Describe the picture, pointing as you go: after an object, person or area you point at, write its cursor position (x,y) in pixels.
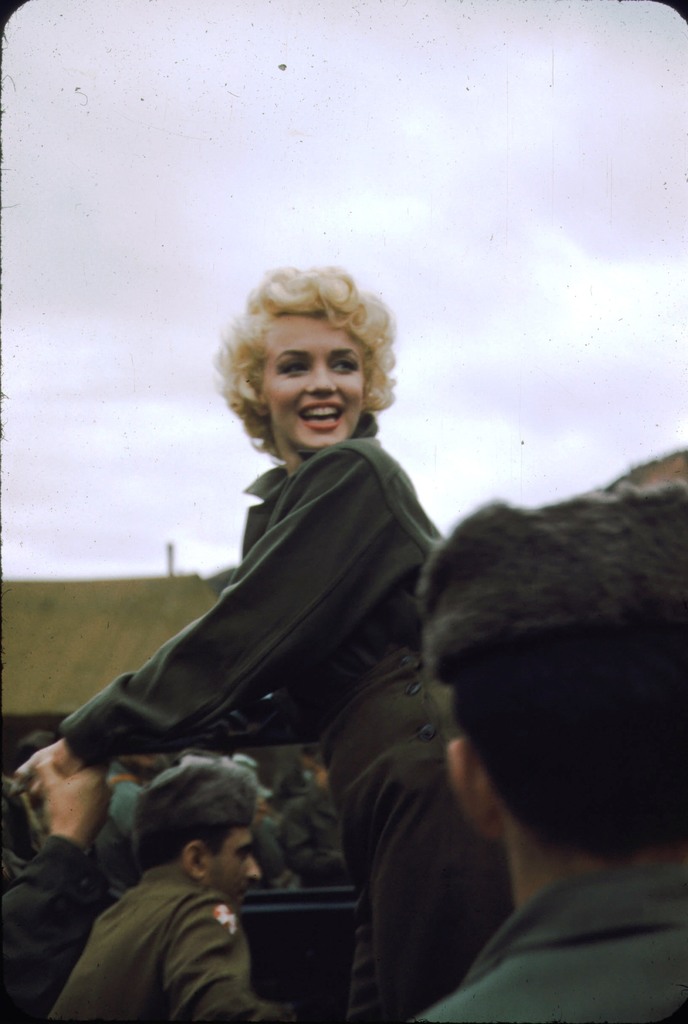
In the image we can see there is a woman (353,464) standing and there are people (39,818) around her.
